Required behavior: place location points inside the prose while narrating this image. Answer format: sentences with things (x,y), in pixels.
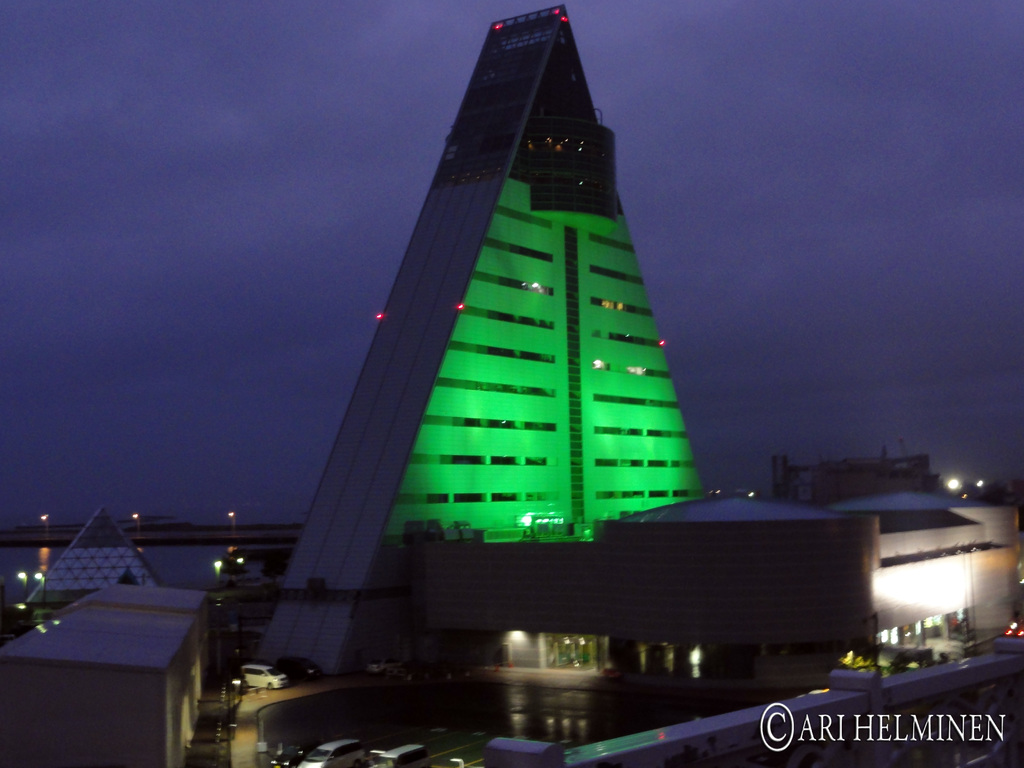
In this image we can see buildings (520,487), there are lights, vehicle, also we can see the sky (756,407), and the text (914,724) on the image.
